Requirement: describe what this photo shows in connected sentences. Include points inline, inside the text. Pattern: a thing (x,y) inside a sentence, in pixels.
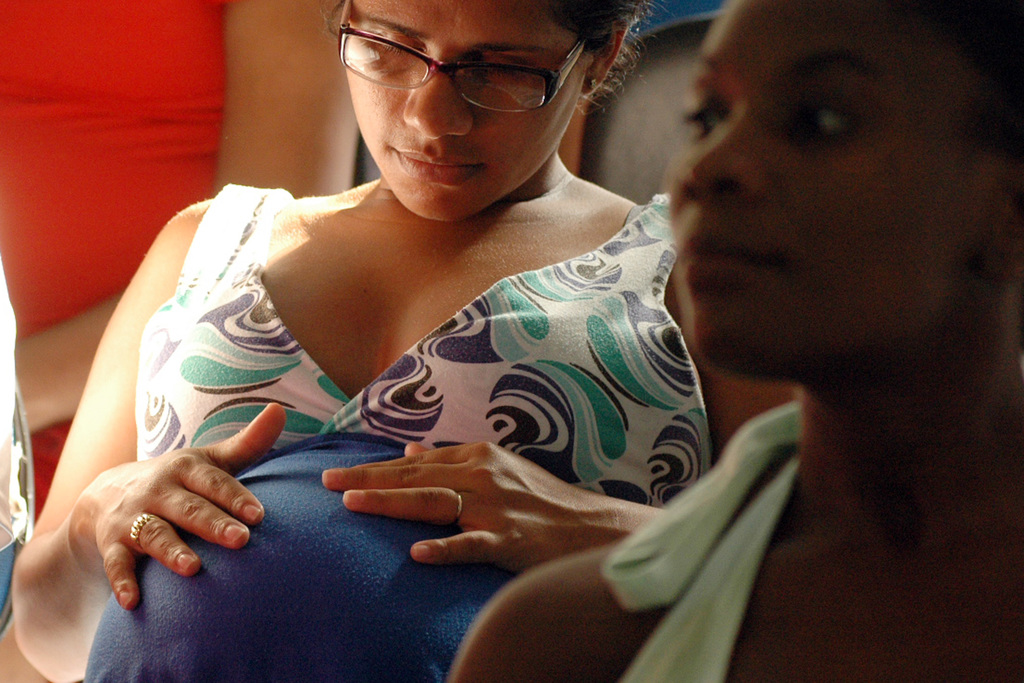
In this picture we can see a woman (308,200) wearing a spectacle (377,53) and kept her hands (160,544) on her stomach (308,657). We can see a person (847,248) on the right side (825,269). There is an object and a hand (277,83) of a person (188,73) is visible on the left side (277,83).
